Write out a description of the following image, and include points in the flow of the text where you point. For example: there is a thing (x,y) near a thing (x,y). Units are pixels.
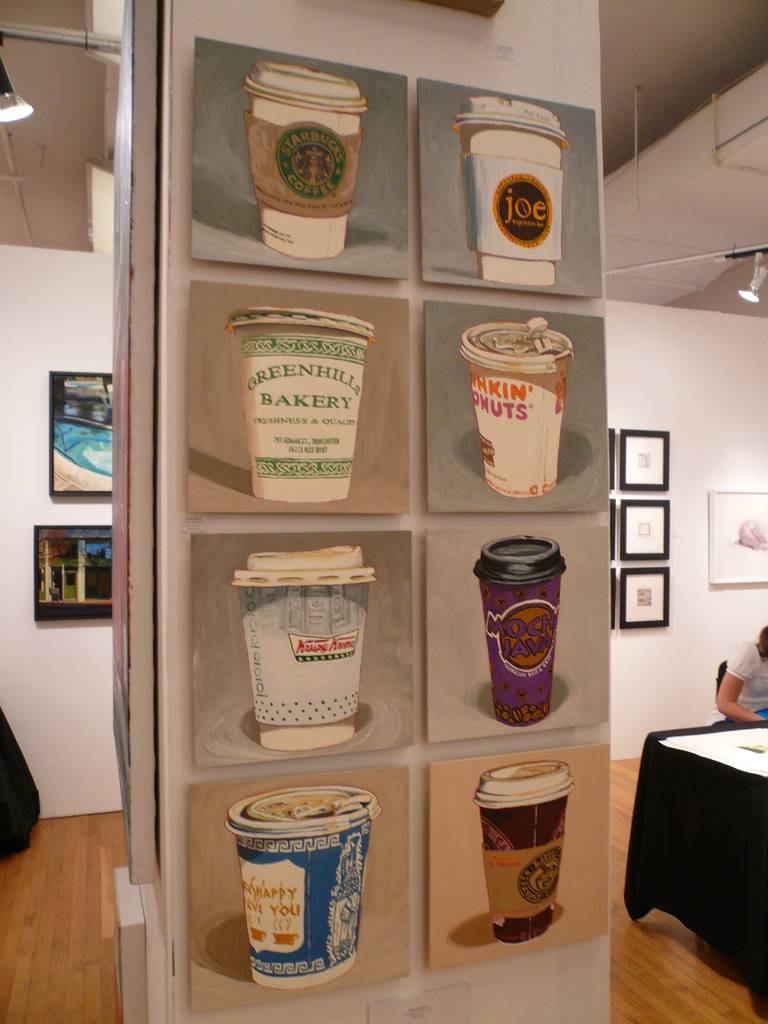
In this image there is a wall (211,515) on which there are pictures (403,505) of cups (538,447). In the background (691,445) there is a wall (678,486) on which there are frames (655,594). At the top (724,190) there is ceiling (751,242) with the lights (757,288). On the right side (722,736) bottom there is a table (678,757). Beside the table (738,728) there is a person (740,658) sitting in the chair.
